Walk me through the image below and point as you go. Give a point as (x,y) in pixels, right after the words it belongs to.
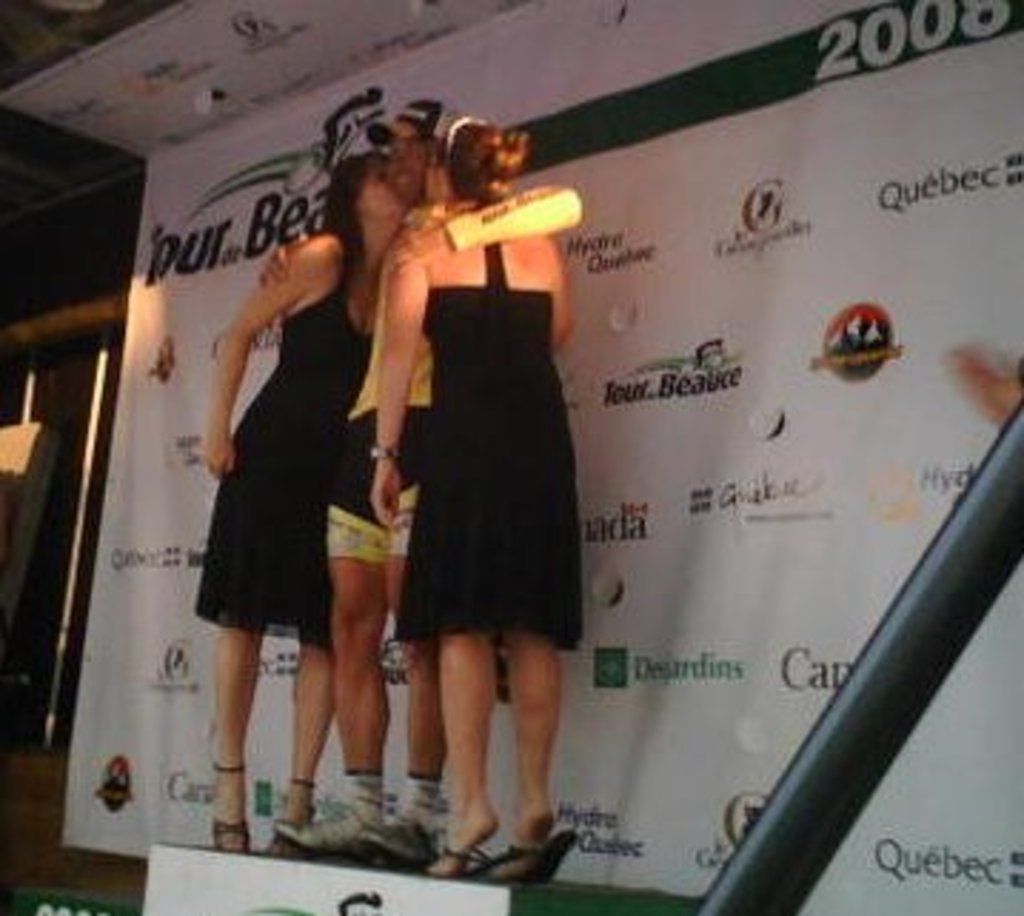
In the picture I can see two women (507,321) and a man (424,233) standing on the stand (424,896). I can see two women (524,474) kissing a man (391,150) in the middle (381,405). I can see the hoarding (796,177) on the right side (879,397).
